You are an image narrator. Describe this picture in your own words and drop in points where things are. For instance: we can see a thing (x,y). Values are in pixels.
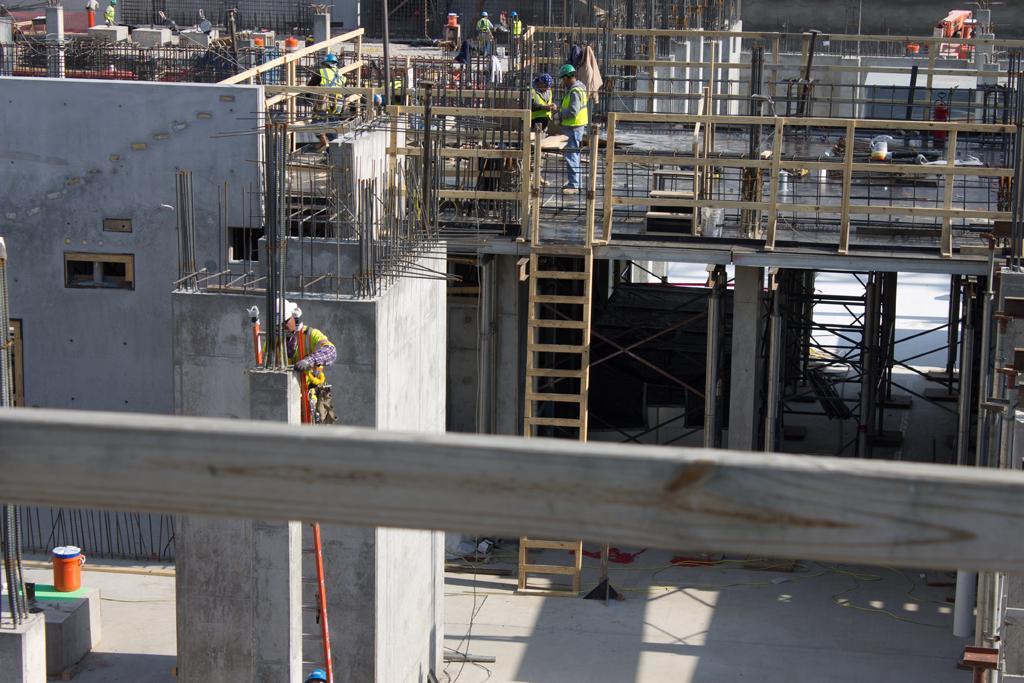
In this picture I can see a building (641,113) and I can see number of rods (428,66). I can also see few people (376,100). In the middle of this picture (577,302) I can see a ladder (528,284). On the left side of this image (53,572) I can see an orange color thing (60,556).
